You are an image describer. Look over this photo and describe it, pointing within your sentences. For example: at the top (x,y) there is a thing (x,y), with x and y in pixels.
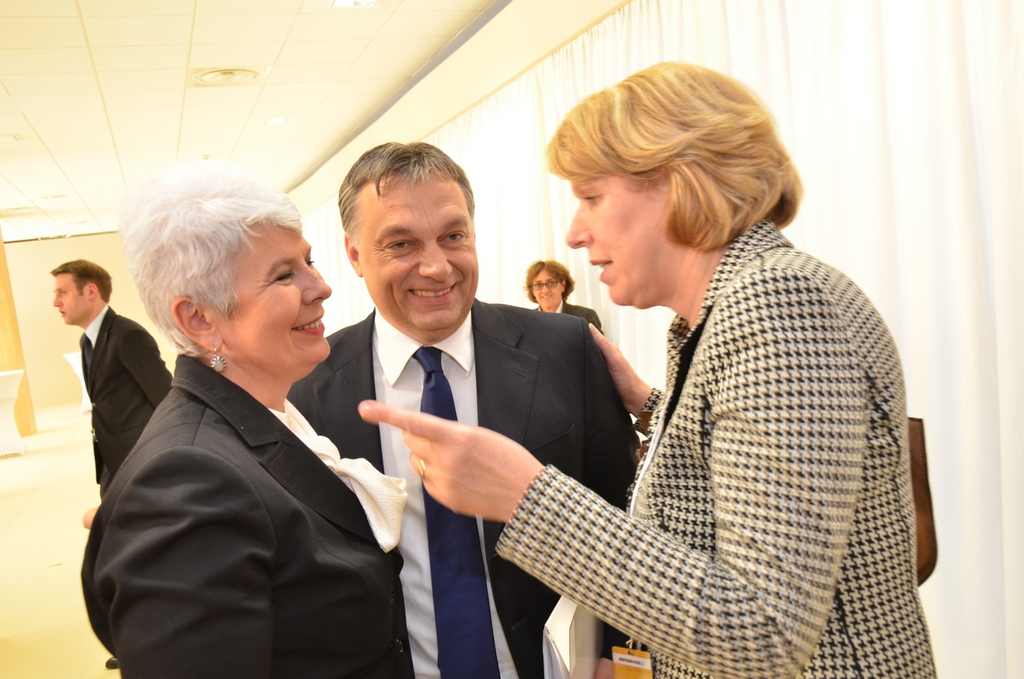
In this picture there is a person (808,547) with black and white jacket (798,547) is standing and talking. There are two persons (269,501) standing and smiling. At the back (93,316) there are group of people (76,316). On the right side of the image (968,439) there is a curtain (1008,611). On the left side of the image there are tables (1,400). At the top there are lights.
